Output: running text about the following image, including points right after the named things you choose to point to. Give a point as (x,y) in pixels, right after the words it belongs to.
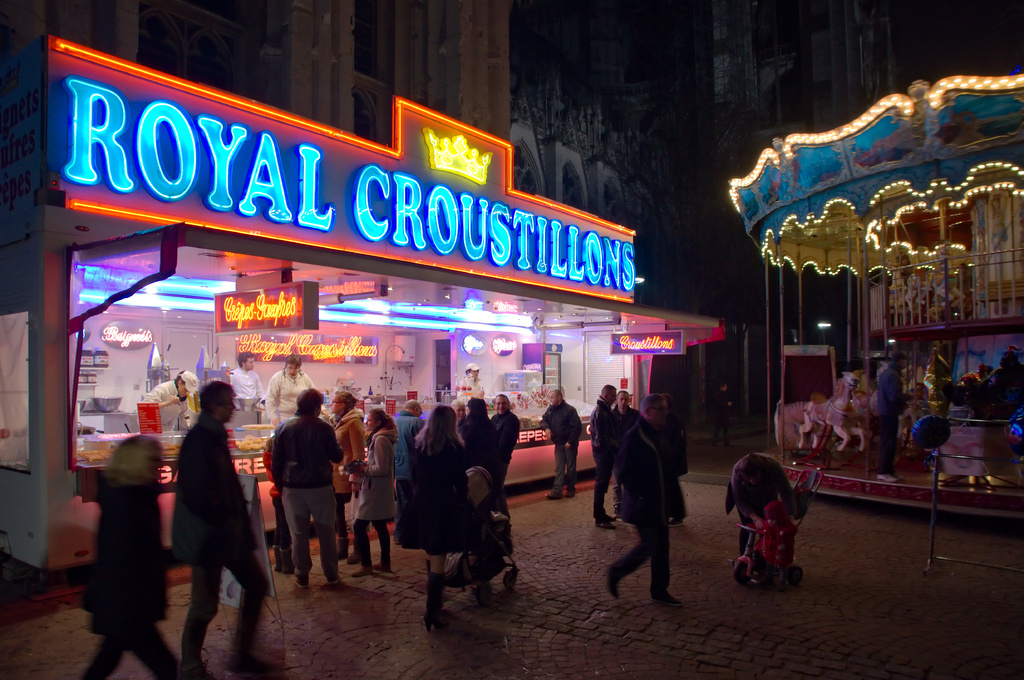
This image is clicked outside. This looks like a circus (402,356). There is a store (345,267) in the middle (458,343). There are so many persons (296,463) in the middle (436,408). There are games (888,263) on the right side (859,399).
